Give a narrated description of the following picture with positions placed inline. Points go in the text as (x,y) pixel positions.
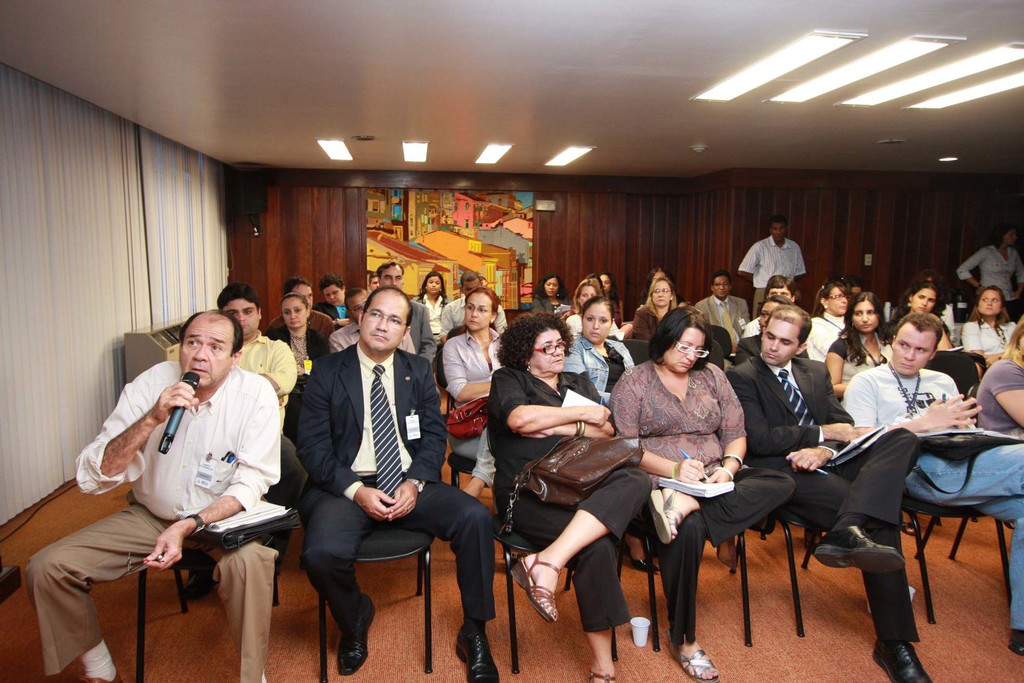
This image is clicked inside a room (650,572). There are many people (383,294) sitting on the chairs (428,579). They are holding books (859,440) and pens (687,454) in the hand (676,466). To the left (165,501) there is a man (190,410) holding a microphone (173,421) in his hand (166,406). In the background (614,240) there is a wooden wall (625,232). There is a frame (439,225) on the wall (589,232). There are lights (836,79) to the ceiling (484,149). To the extreme left there are window blinds (134,252) to the wall (75,300).
